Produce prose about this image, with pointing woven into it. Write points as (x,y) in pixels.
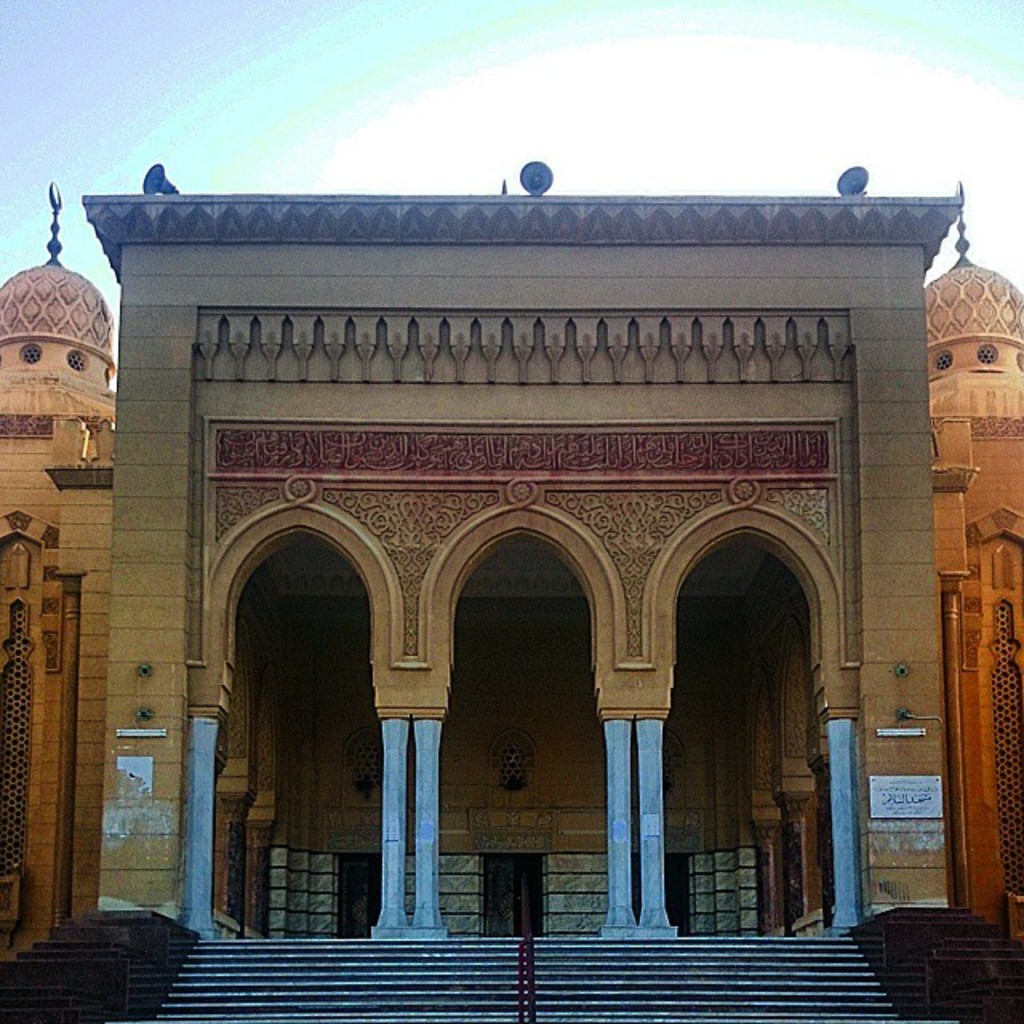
In this picture we can see buildings (237,838) and some staircases (335,1003).
